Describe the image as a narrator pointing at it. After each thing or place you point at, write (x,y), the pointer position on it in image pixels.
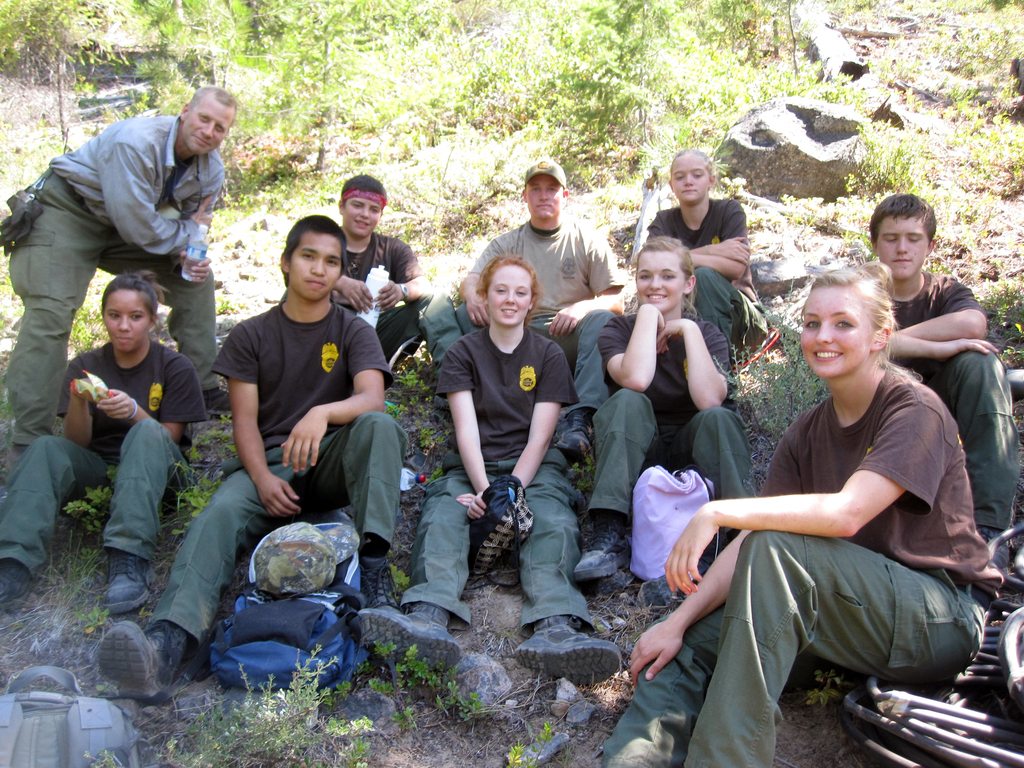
In this picture we can see a cap (313,559), bags (341,590), bottles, plants (410,710) and some objects (975,678) and some people (489,331) sitting on the ground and smiling and a man (209,125) standing and in the background (27,34) we can see trees (165,99).
